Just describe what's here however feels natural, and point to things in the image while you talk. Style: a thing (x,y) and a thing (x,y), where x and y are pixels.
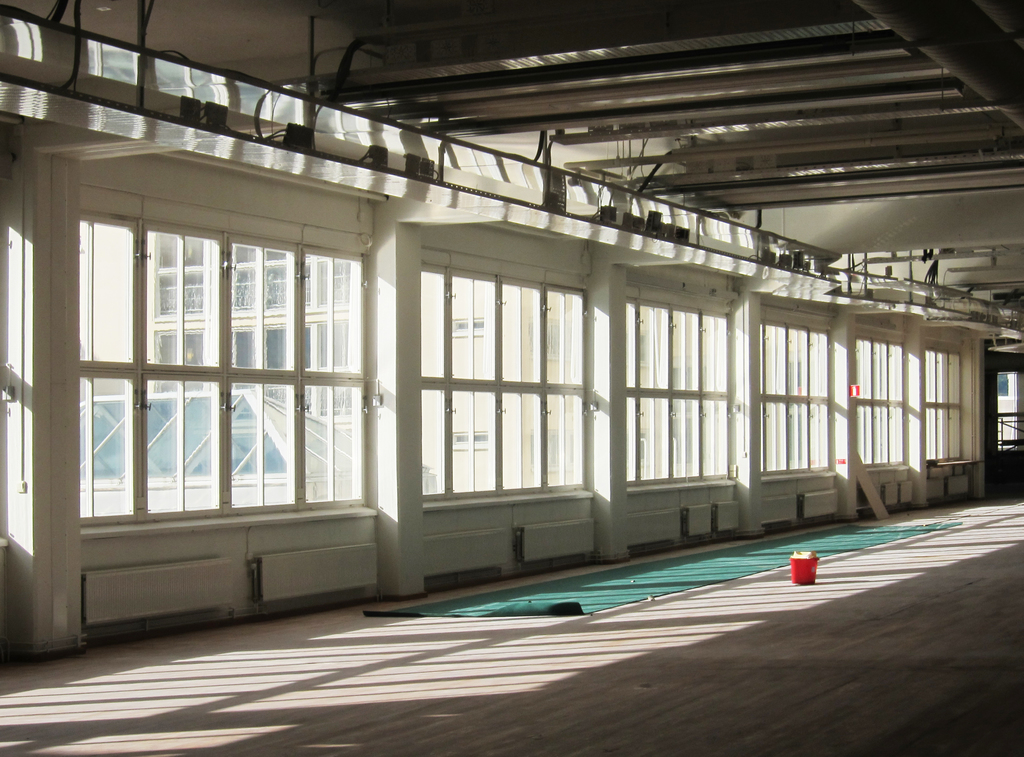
In this image I can see the building (474,530) with windows (531,397). Inside the building (398,440) I can see the bucket (811,573) and the green color mat (553,604) on the floor (455,670). Through the windows (433,417) I can see an another building (234,420).
